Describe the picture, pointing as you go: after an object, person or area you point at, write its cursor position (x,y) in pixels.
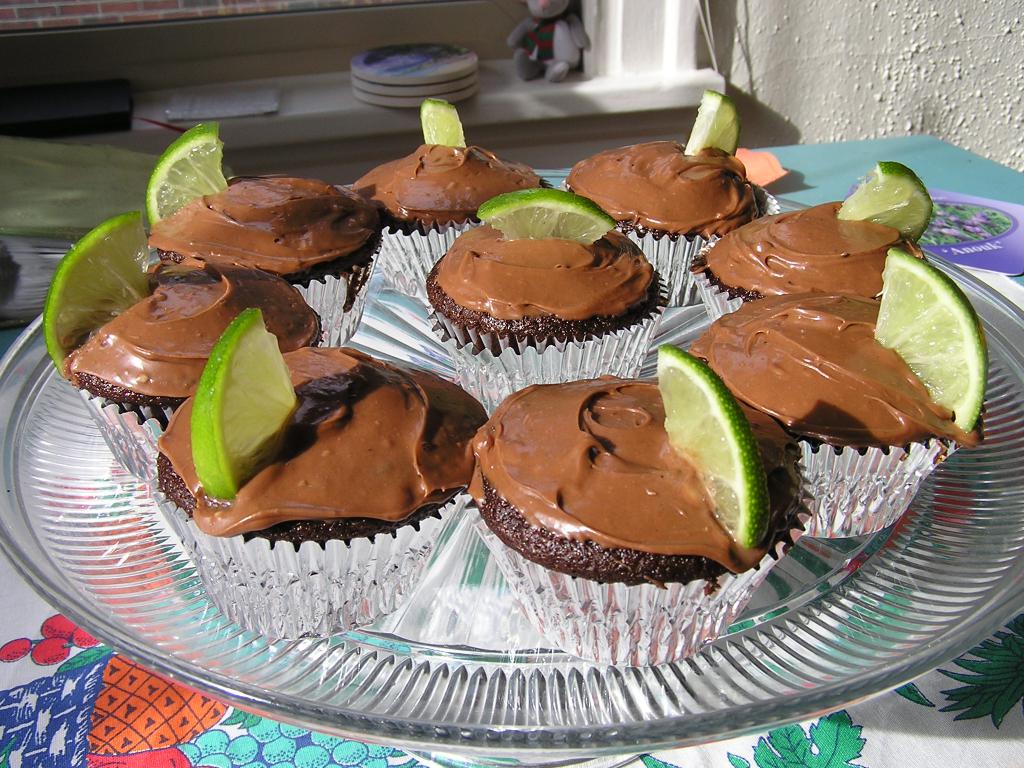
In this image there are chocolate muffins (180,320) with slices (114,256) of lime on it on the plate (356,673) on a table (907,760). In the background of the image (494,119) there are some objects (417,101) on the platform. There is a wall (785,98).
